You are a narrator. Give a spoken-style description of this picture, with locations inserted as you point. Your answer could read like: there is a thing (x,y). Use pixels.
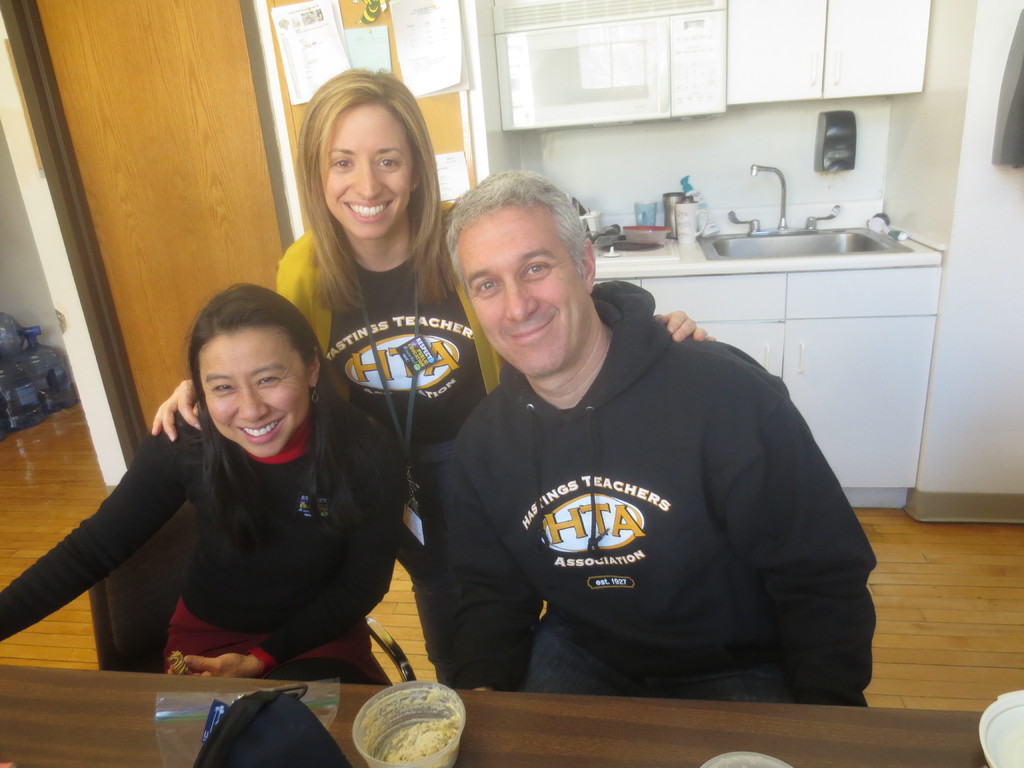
This is image of inside view of a room (181,199) and there are three people (262,362) visible. And left side (261,322) a woman (263,342) wearing a red color skirt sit on the chair (106,647) she is smiling, on the middle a woman (324,214) wearing a yellow color top (291,285) she is smiling. On the back side of her there is a wall (482,78) and there are papers (436,58) kept and right side (859,233) i can see a sink (862,252) and left side (25,367) i can see a bottles (17,411) kept on the floor (36,444), in front of them there is a table (597,736), on the table (578,733) there are some objects (268,751) kept on the table (837,740).
